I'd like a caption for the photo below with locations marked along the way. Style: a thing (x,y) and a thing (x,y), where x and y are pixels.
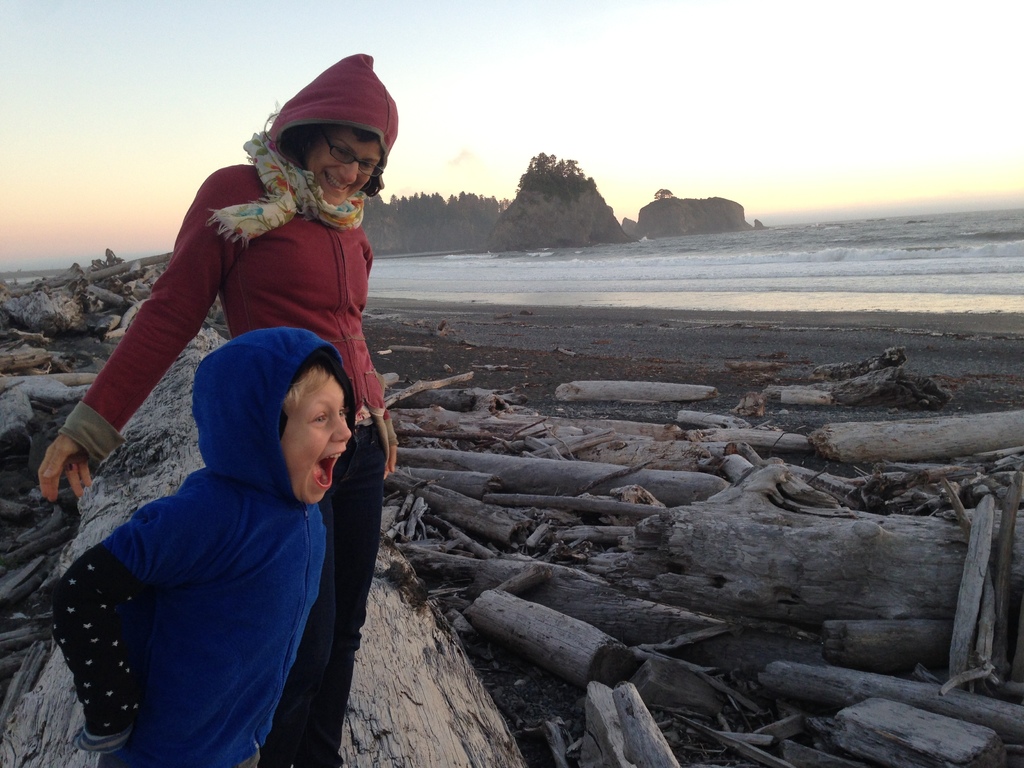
This picture shows a woman (180,233) and a boy (290,490) with hoods (270,395) on their heads (300,136) and jacket (227,573) and we see a tree barks (684,538) and water (949,306) and we see trees (417,204) and a clear sky (830,123).
